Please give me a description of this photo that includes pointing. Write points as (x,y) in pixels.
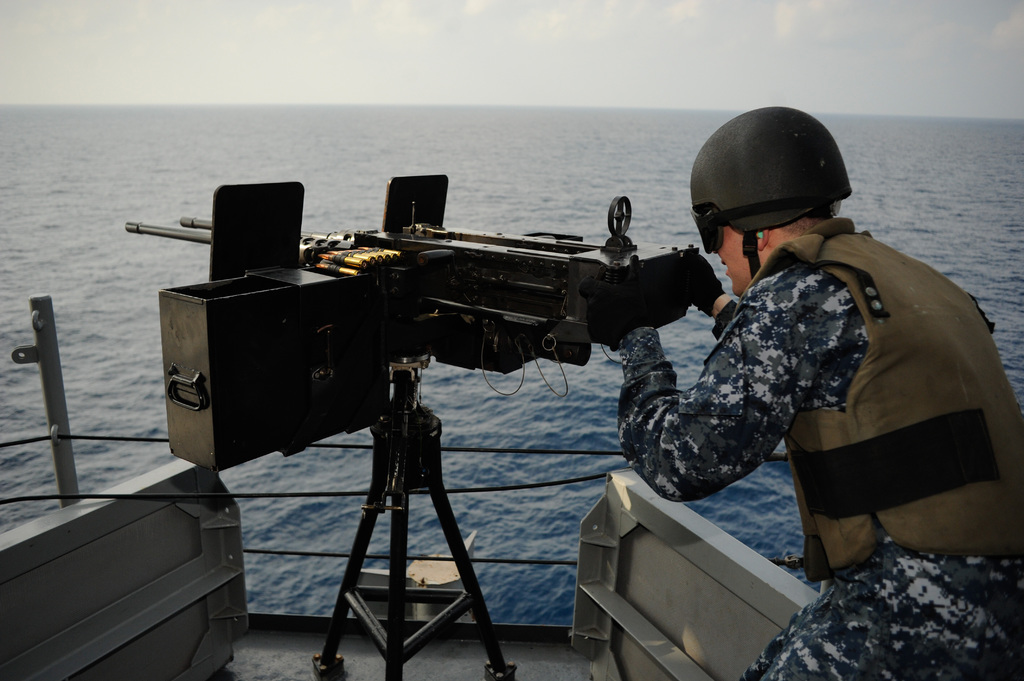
In this image we can see a person (721,332) holding an object (430,324) which looks like a gun (448,335), he is on the ship (366,676), the ship (420,560) is on the ocean (569,183), there are ropes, poles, also we can see the sky (803,41).
